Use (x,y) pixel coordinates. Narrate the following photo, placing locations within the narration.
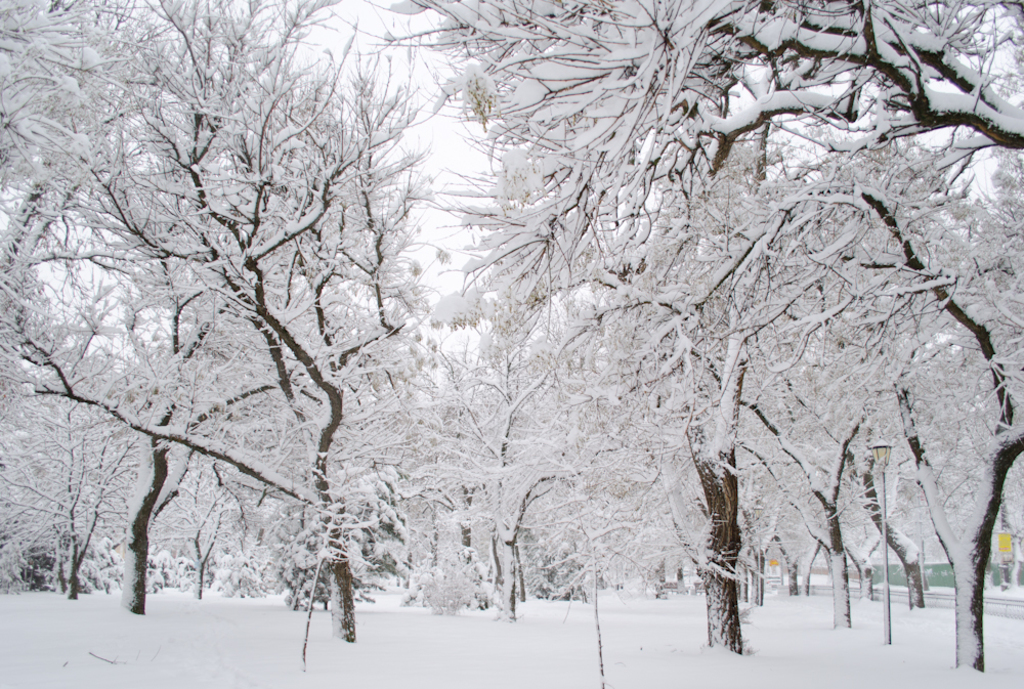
In this picture we can see the land (264,649) & the trees (425,391) fully covered with snow (365,354).
